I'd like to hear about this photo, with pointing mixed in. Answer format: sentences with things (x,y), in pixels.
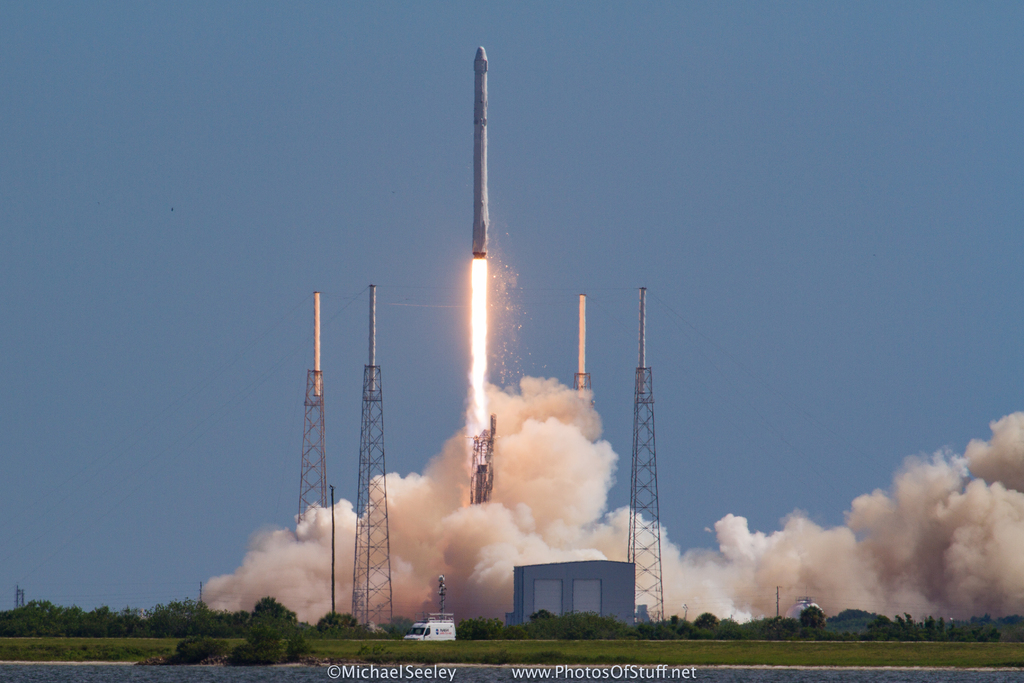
This image consists of a missile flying in the air (439,203). At the bottom (503,456), we can see the fire (481,377) and smoke (495,557). And there are four towers (641,508) along with a cabin (600,601). At the bottom (309,637), there is green grass (890,658) and plants (231,653) along with a car (441,616). At the top (230,48), there is sky (511,132).
